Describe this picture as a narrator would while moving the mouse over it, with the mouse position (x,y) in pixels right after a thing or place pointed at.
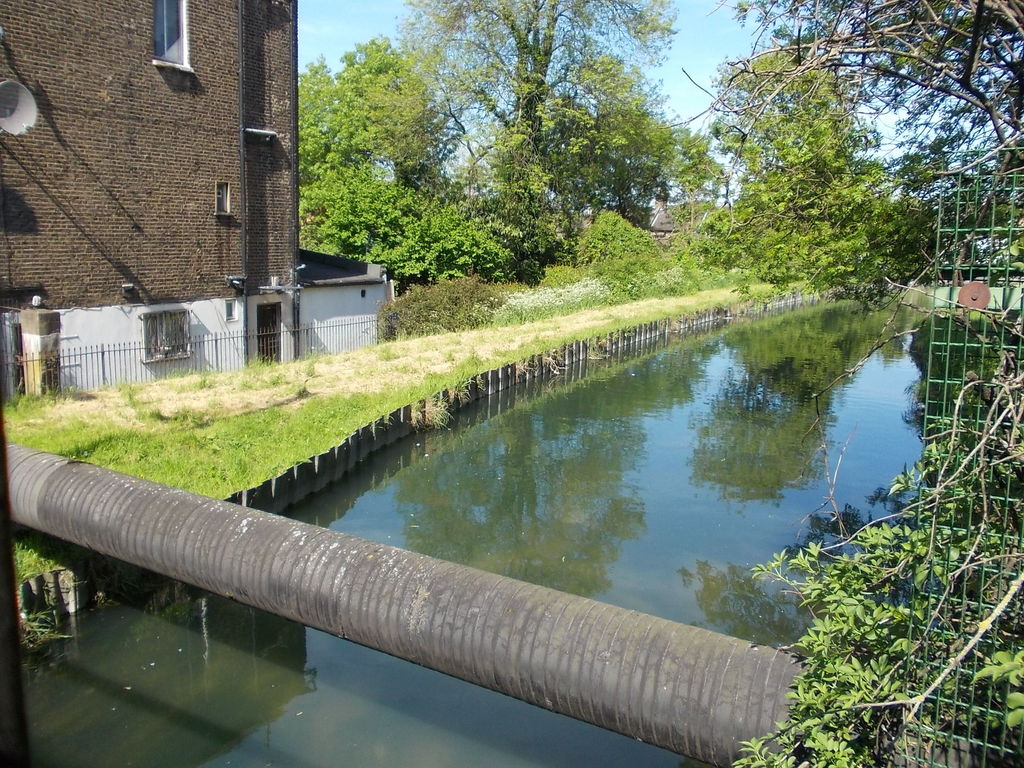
In this picture I can see water (594,446). I can see green grass (389,410). I can see trees (671,243). I can see the building (172,270) on the left side (162,235). I can see the metal grill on the right side (970,410). I can see pipeline (454,642).
